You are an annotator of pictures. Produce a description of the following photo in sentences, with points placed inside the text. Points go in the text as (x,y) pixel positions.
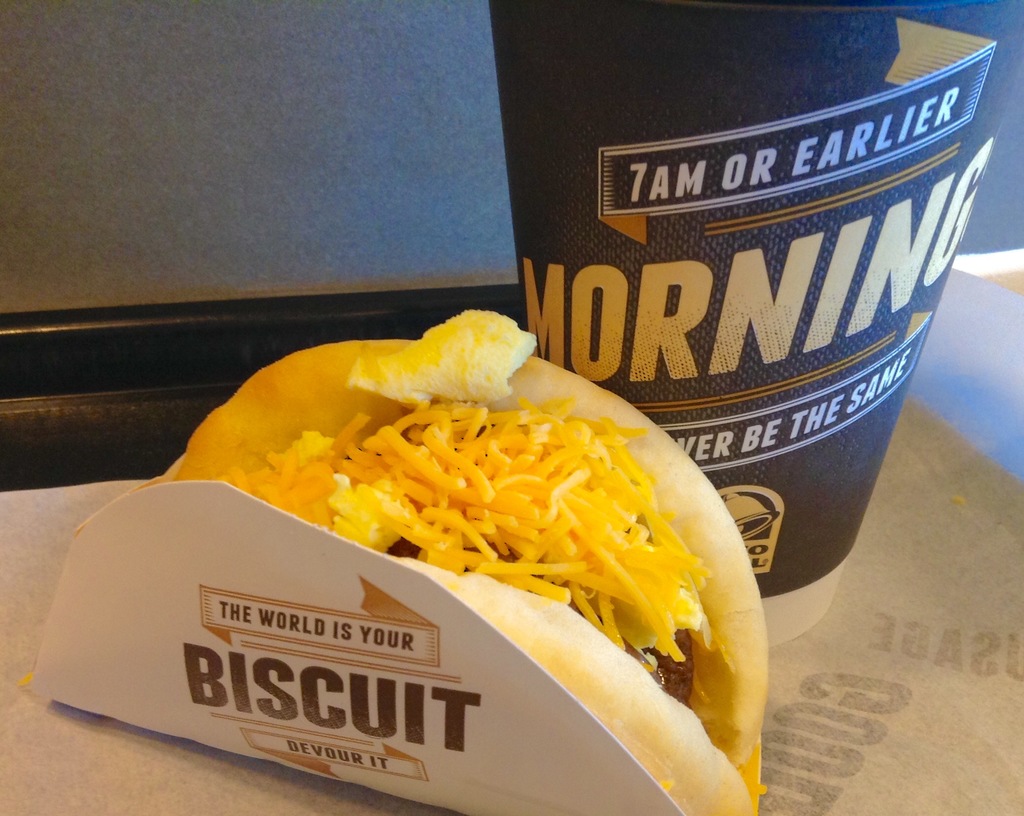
In this picture we can see a glass (852,229), food (420,393), paper (300,596) and these all are placed on a platform (35,634) and in the background (282,101) we can see the wall (216,209).
